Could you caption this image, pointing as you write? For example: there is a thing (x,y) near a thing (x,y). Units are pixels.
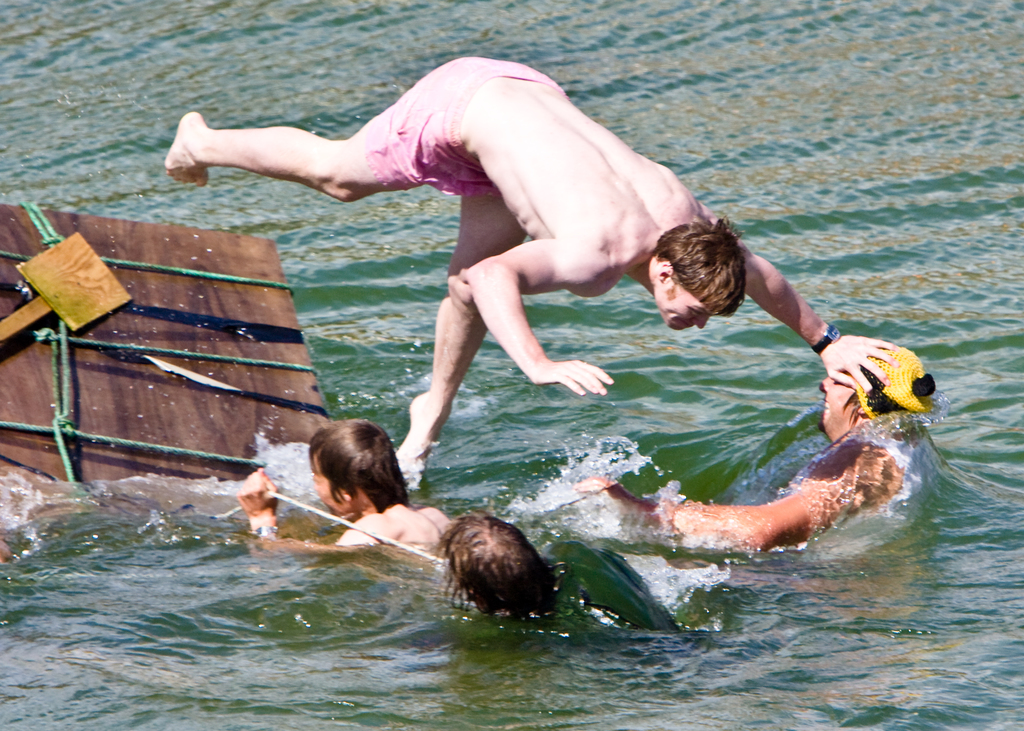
In this picture we can see few people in the water (662,457) and a man (451,350) is jumping into the water (118,501), on the left side of the image (183,382) we can see an object (183,364) and it is tied with ropes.
